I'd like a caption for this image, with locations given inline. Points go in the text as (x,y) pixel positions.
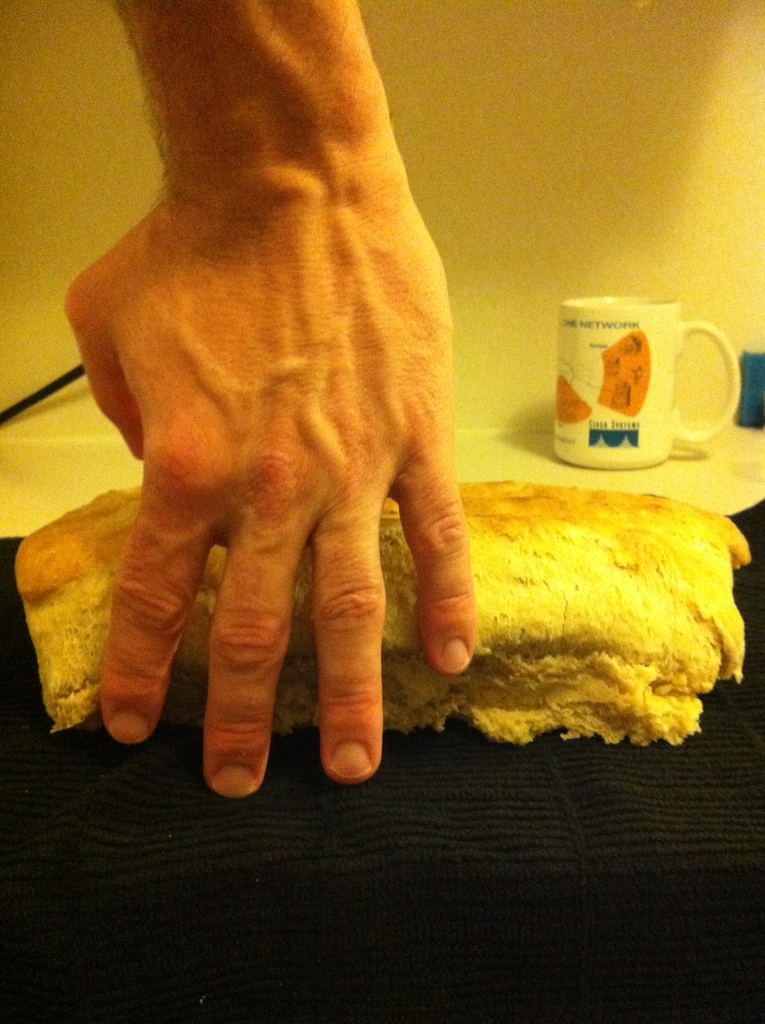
In this picture we can see a person (309,413) holding some food (294,691) in hand (93,355). We can see a cup (595,410) on the table (5,485). A wall (420,81) is visible in the background (460,381).
